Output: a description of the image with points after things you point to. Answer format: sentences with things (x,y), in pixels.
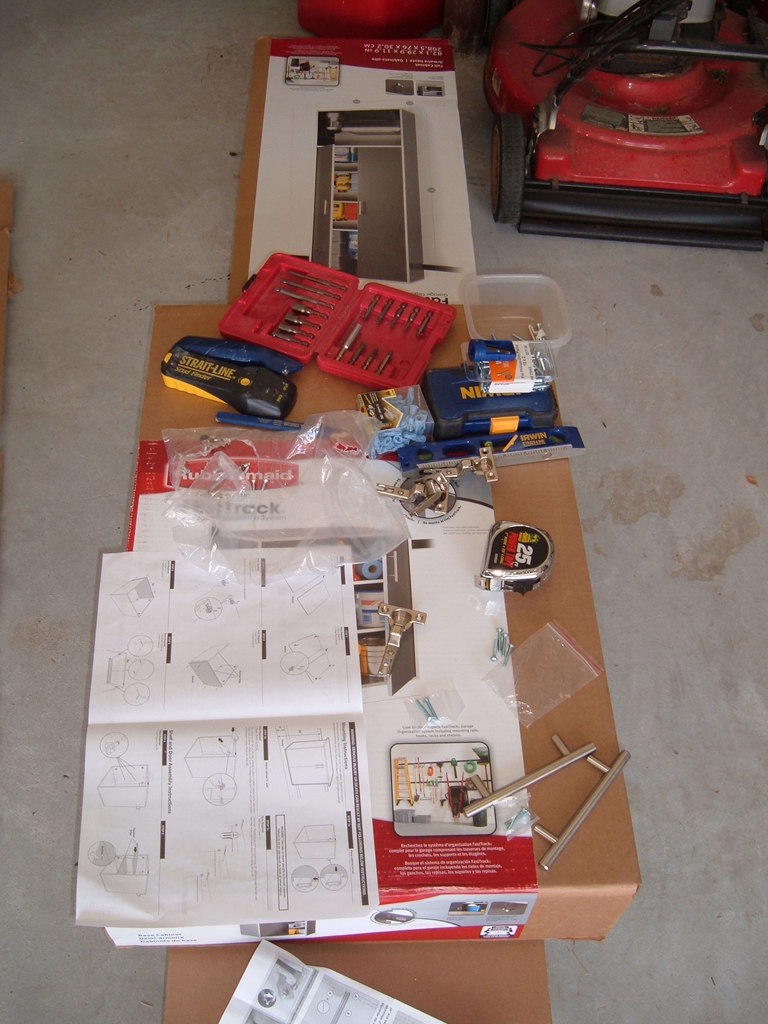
In the image on the floor (12,320) there are cardboard boxes (475,978) with books (318,588), covers (325,544), boxes (482,332), tools (441,444) and few other items (403,444). At the top right corner of the image (565,143) there is a machine (637,99) which is in red and black color.
